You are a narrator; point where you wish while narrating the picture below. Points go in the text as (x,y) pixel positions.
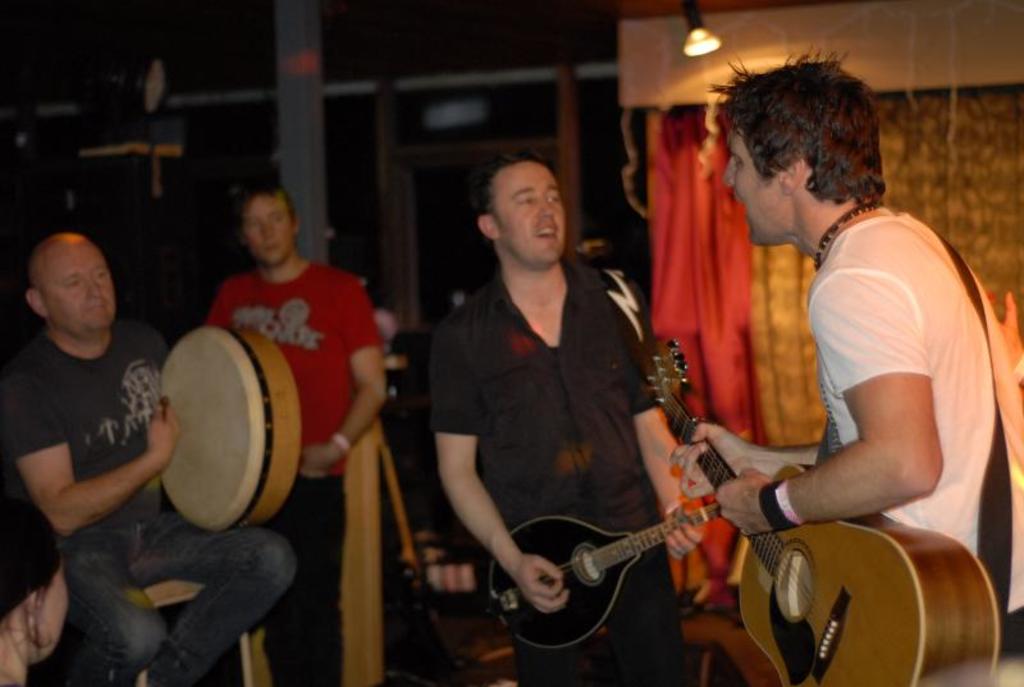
There are five different persons (148,345) in this image at the right side of the image (850,465) two (859,465) are playing musical instruments (816,560) and at the left side of the image (66,285) there is man (189,676) who is playing a musical instrument (249,431) and at the bottom left of the image (21,640) there is a person (43,622) and at the middle of the image (366,325) there is a red color T-shirt man (312,353) standing and placing his hand (314,460) near his waist (311,474) and at the top of the image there is a light (699,25).
